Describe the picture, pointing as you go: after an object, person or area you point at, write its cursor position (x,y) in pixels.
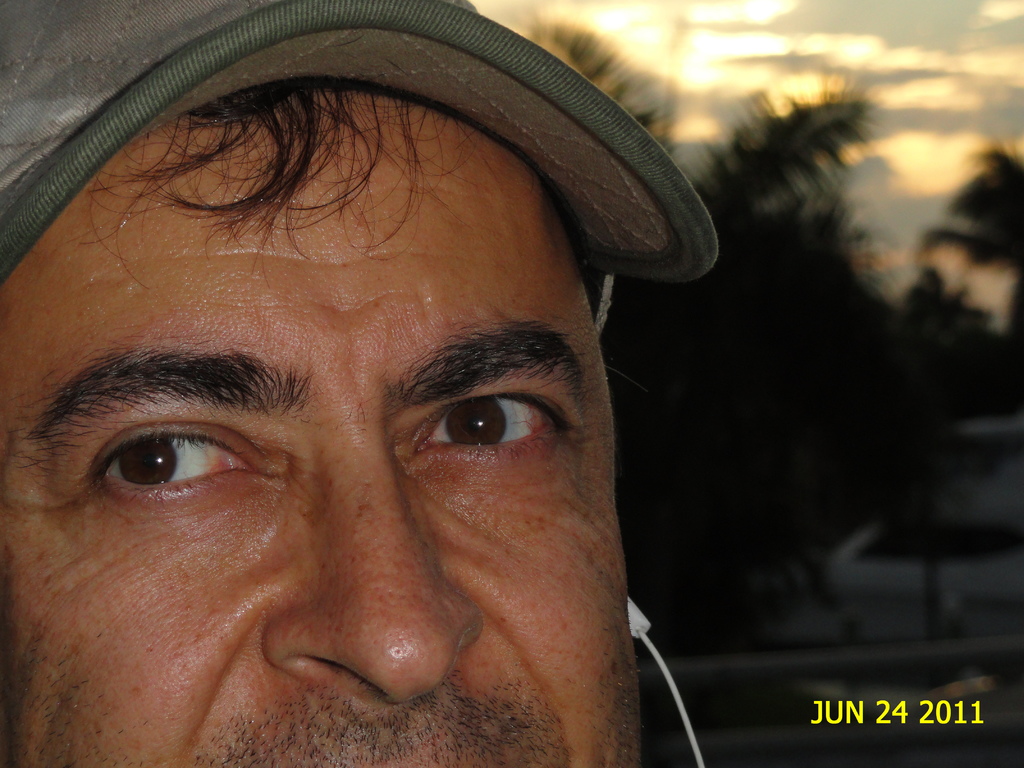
In this image I can see face (353,415) of a man (451,495) and I can see he is wearing a cap (668,180). I can also see an earphone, a watermark (852,711), few trees (673,457) and I can see this image is little bit blurry from background (842,22).
